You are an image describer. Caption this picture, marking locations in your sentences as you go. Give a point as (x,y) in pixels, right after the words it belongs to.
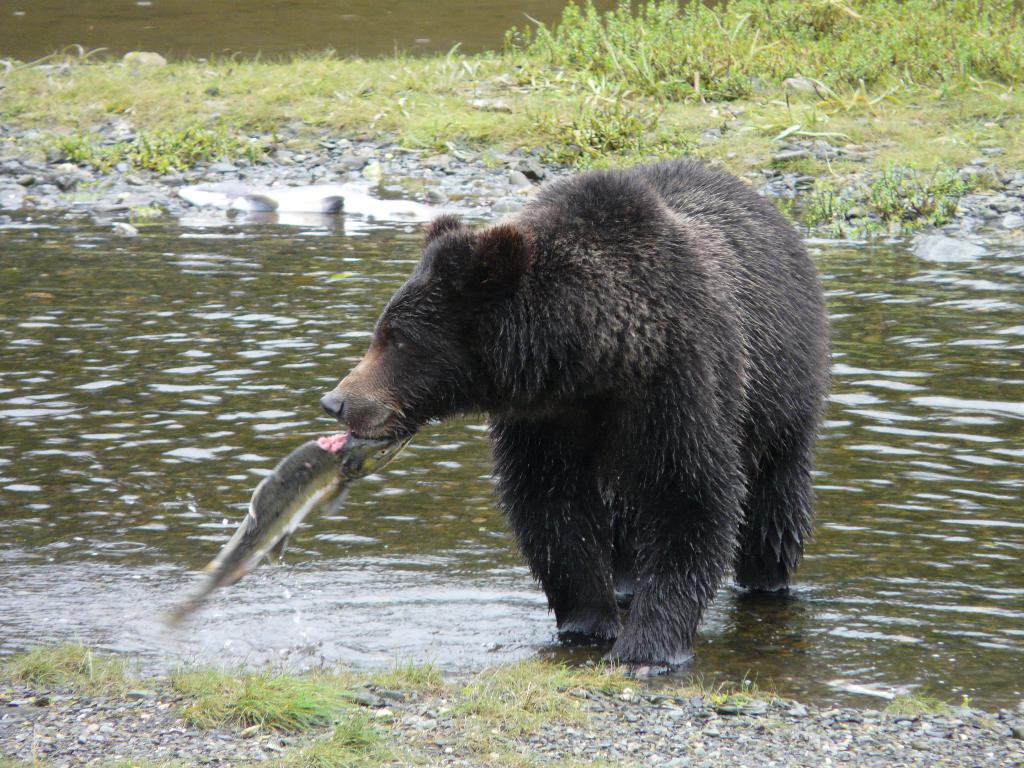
In this image there is a bear (545,394) holding a fish (304,504) in the water (739,602), there are few stones (385,155) and few plants (639,141).
